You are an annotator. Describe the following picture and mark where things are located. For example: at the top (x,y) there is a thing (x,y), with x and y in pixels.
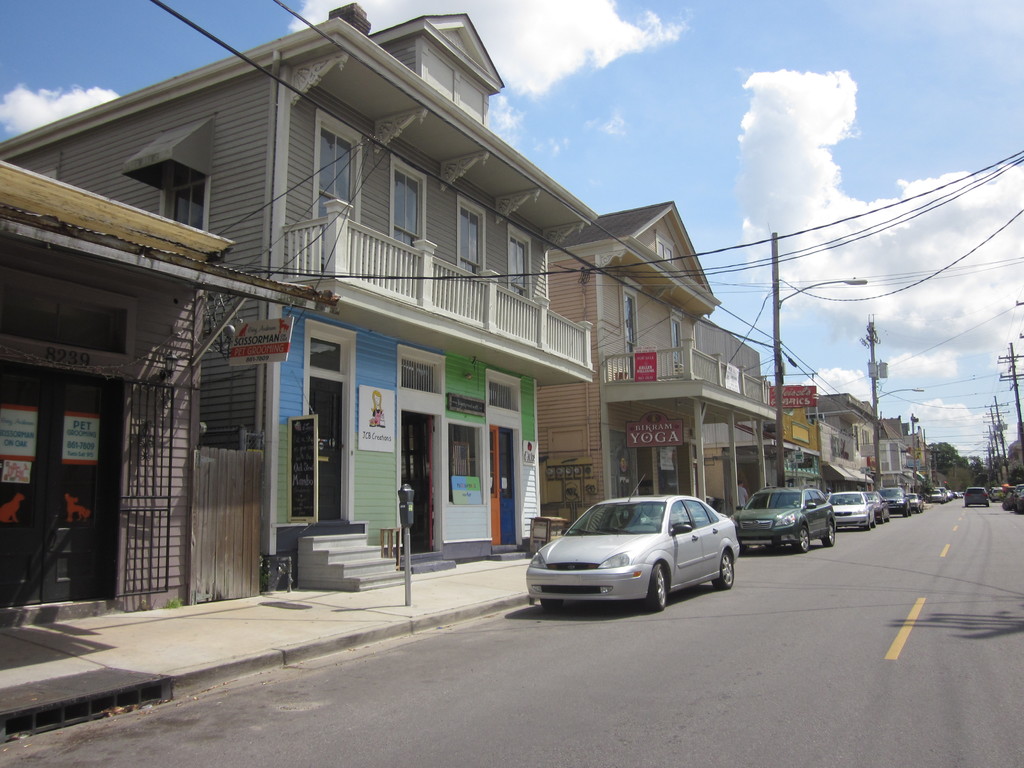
In this image, we can see a road (693,638), there are some cars (858,527) parked, we can see some buildings (451,367), there are some poles (995,399), at the top (830,178) there is a blue color sky (856,155) and there are some white color clouds (760,119).
